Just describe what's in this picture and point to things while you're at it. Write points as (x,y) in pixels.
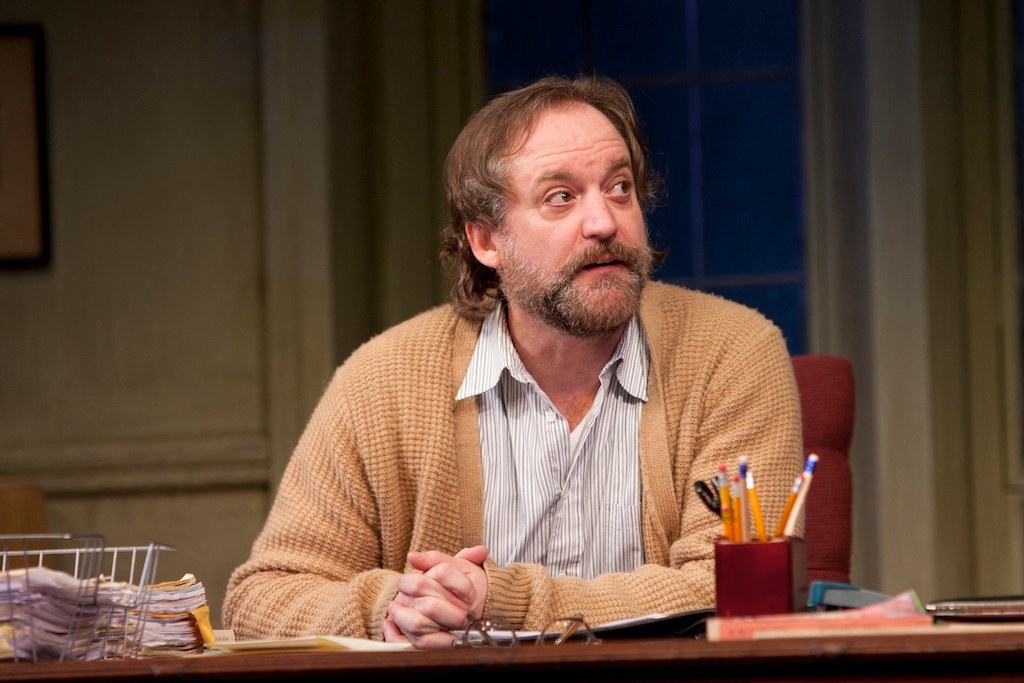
In this image I can see a person (527,440) wearing white shirt (531,476) and brown jacket (442,456) is sitting on a chair (834,428) which is red in color in front of a table (632,639). On the table (606,643) I can see few papers (189,618), few pens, spectacles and few other objects (149,591). In the background (106,364) I can see the wall (109,237), a frame (14,202) attached to the wall (64,238) and the window (676,212).
